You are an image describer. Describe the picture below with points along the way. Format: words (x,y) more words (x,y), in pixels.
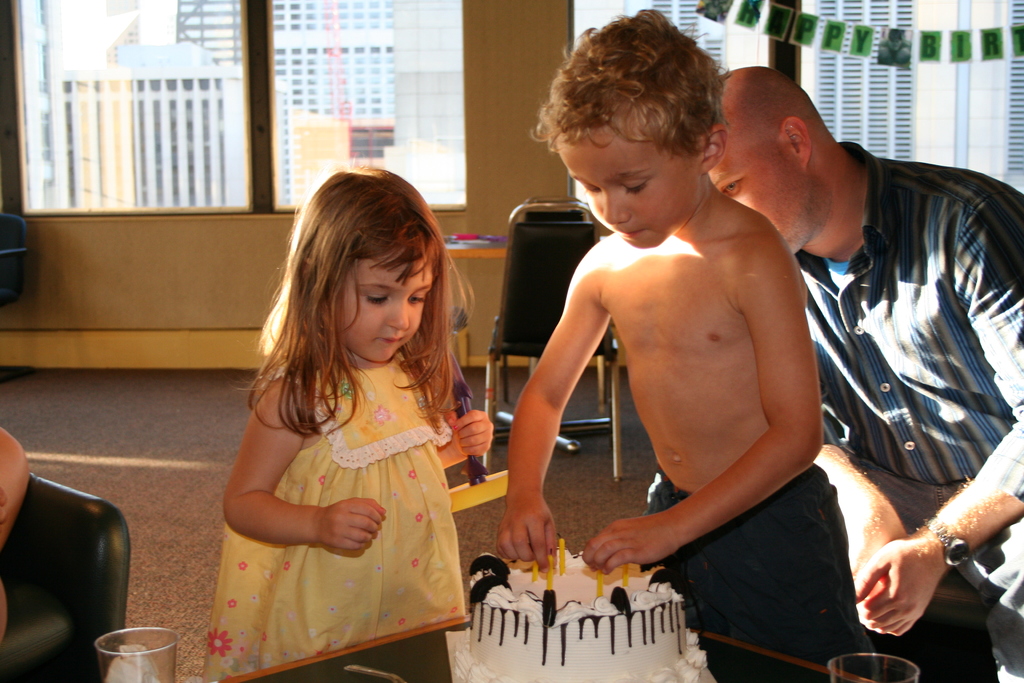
In this picture there is a small boy (676,380) shirtless standing at the white cake (530,643) and arranging the candles (534,568). Beside there is a girl (424,363) wearing a yellow color dress (358,579) and looking to the cake (528,670). Behind there is a father (938,301) wearing a blue color shirt (933,318) is sitting on the chair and watching them. In the background (183,167) we can see the glass window (456,129) and a brown color wall (278,218).
